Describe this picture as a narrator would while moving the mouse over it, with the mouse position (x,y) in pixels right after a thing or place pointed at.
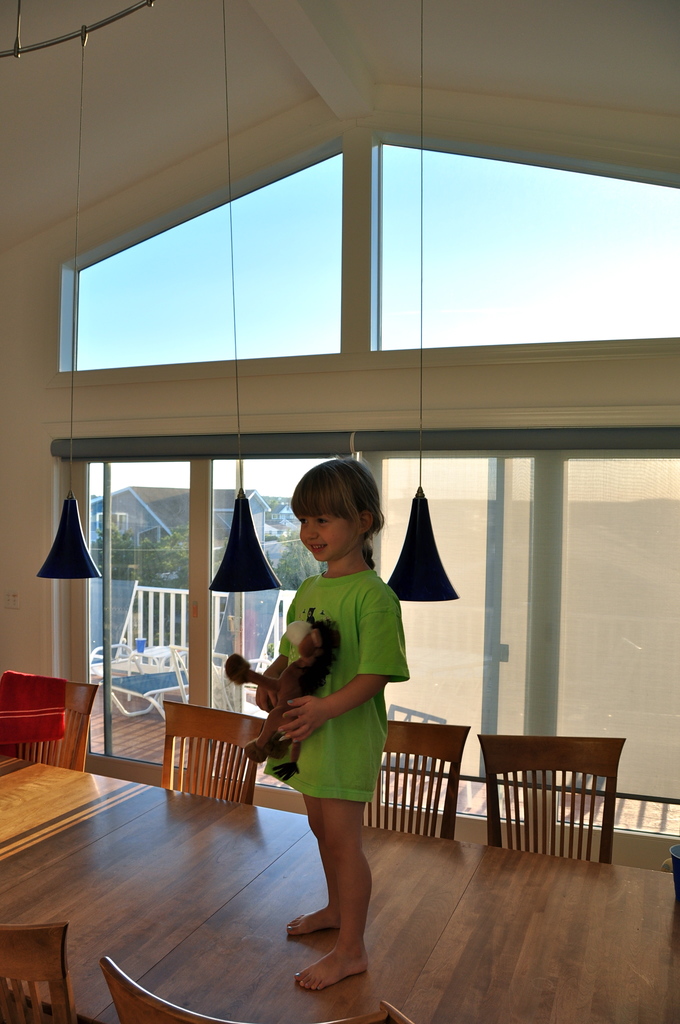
There is a girl (364,487) standing on the table (134,848). Around the table (563,999) there are some chairs (200,1020). In the background (581,618) there is a window (565,317) and a wall (27,471) here. We can observe sky (179,281) through the windows (477,272).
